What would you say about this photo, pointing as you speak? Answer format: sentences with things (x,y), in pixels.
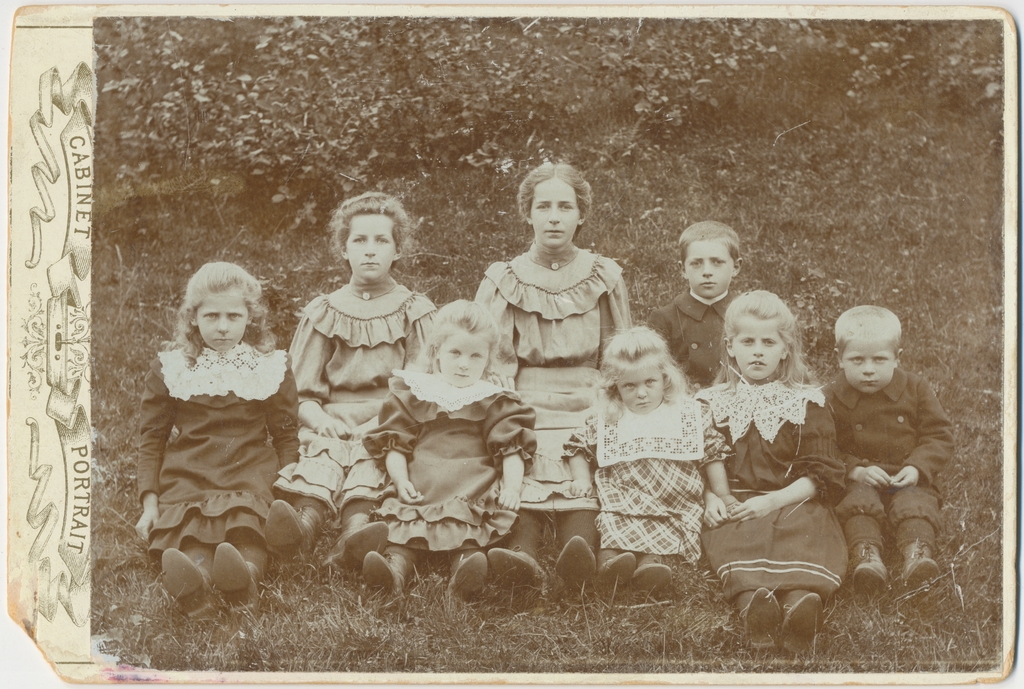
In this image there is a photo. Few kids (628,442) are sitting on the grassland (646,262) having few plants (535,139). Left side there is some text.
